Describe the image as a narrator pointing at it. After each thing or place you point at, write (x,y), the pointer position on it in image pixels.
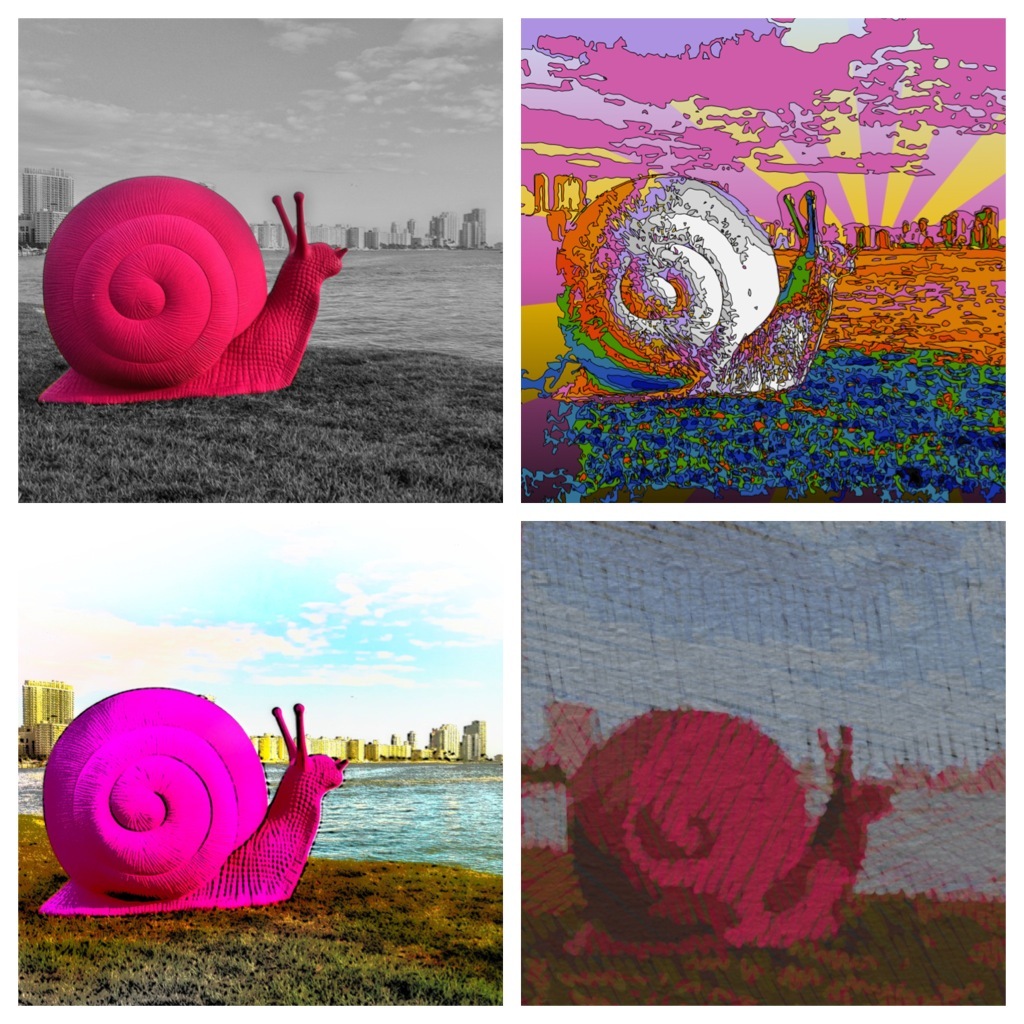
In this image I can see a collage of 4 edited images. There is a snail (203,204) in the front (261,304). There is water (459,282) in the center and buildings (481,245) at the back (484,229). There is sky (384,99) at the top (399,93).
